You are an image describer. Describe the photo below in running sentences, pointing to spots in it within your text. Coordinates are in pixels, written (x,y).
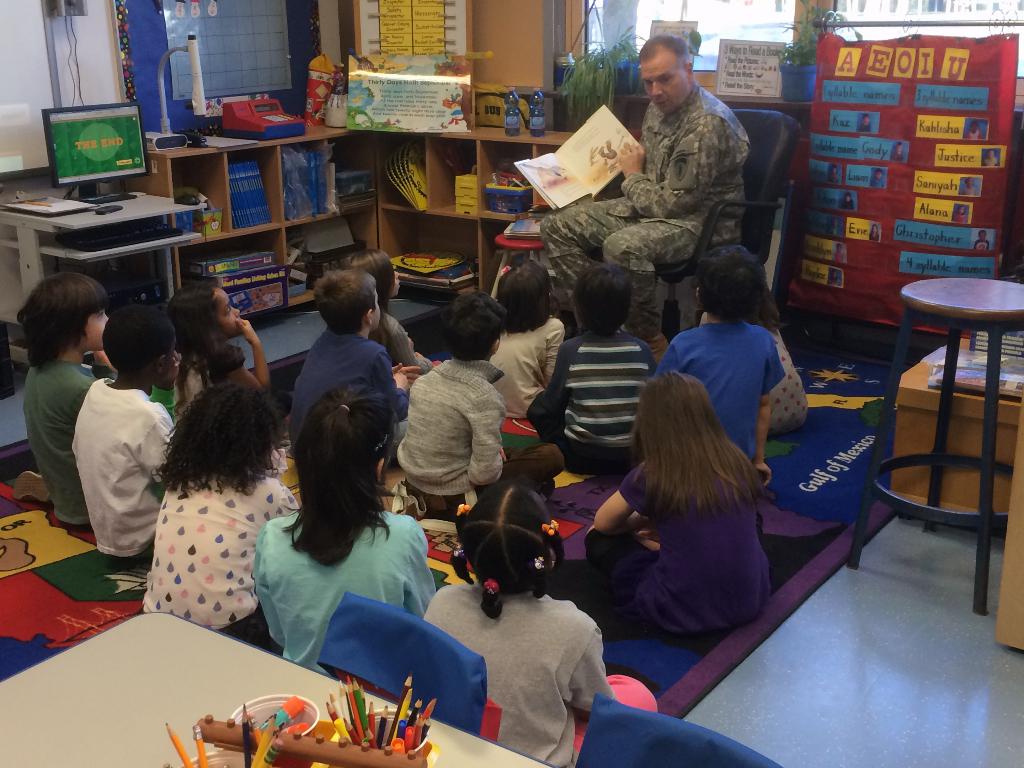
In this picture I can see a person (657,334) sitting on the chair (668,323) and holding a book (539,160), there are group of kids (518,295) sitting on the carpet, there are tables (169,643), chairs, stools (534,246), there is a monitor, keyboard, mouse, there are books (1008,344), plants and some other objects (955,232).
